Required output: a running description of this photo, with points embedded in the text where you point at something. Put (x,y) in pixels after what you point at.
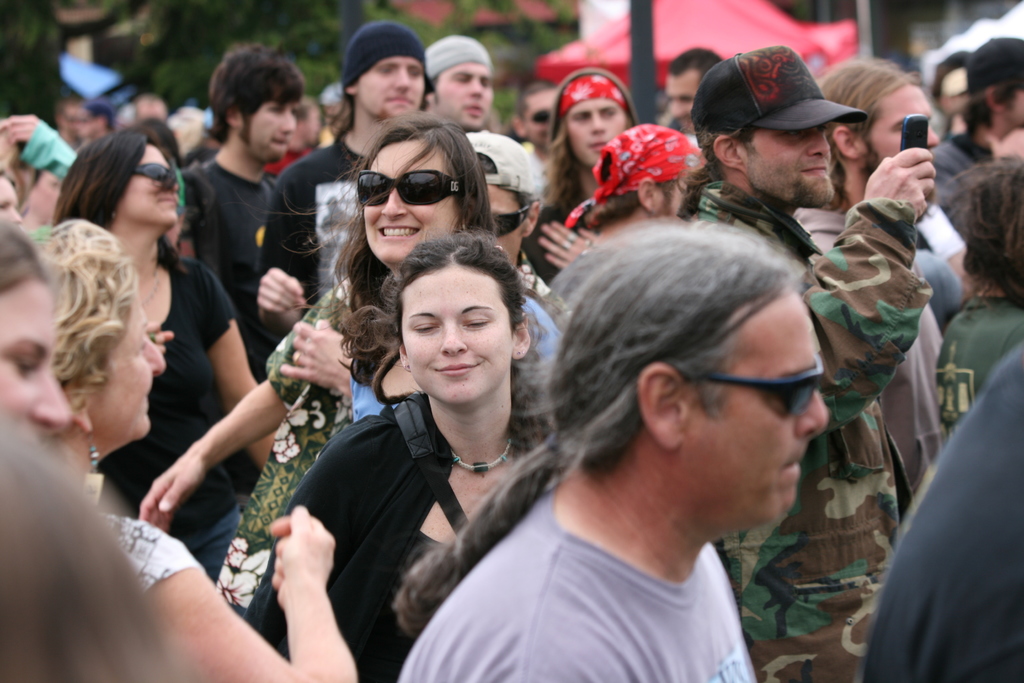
In this picture I can see there are a group of people (581,181) standing here and some of the women (359,483) are smiling and a man (756,101) is standing here wearing a cap (788,117) and a coat (828,406), he is holding a mobile (919,124) in his hand (916,191). In the backdrop (714,23) I can see there is a red color tent (657,76) and a pole (643,17) and trees (167,43).
